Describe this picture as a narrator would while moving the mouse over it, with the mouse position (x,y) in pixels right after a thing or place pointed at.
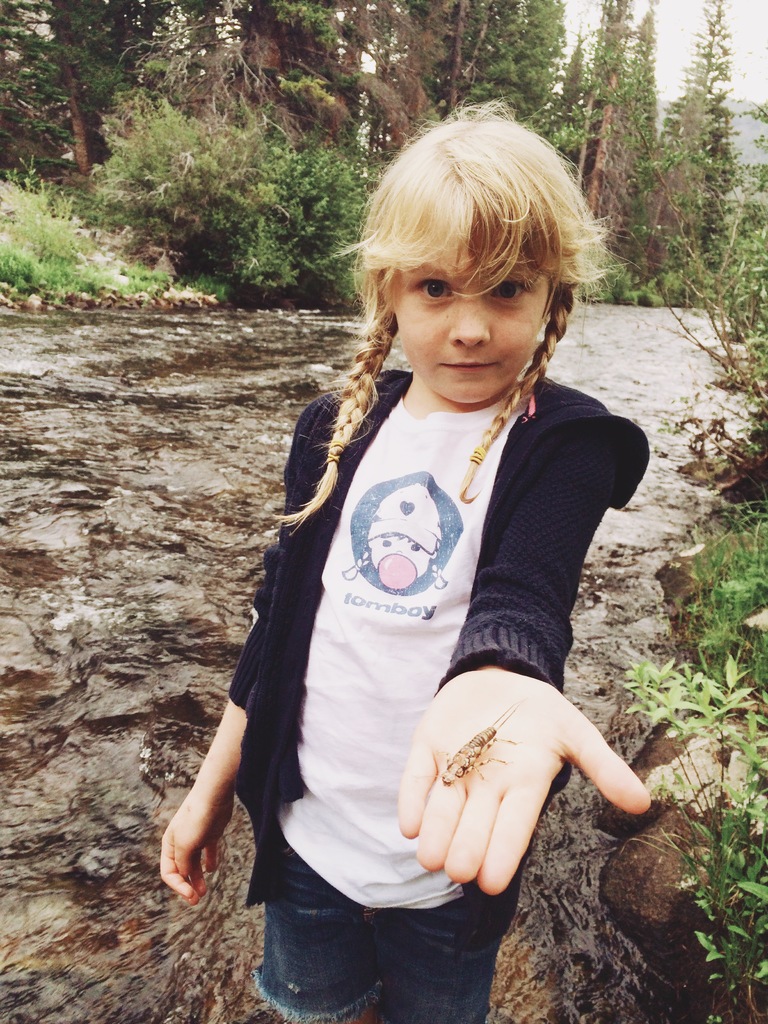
This is an outside view. Here I can see a girl (479,524) holding an insect (453,771) in the hand (455,802), standing and looking at the picture. At the back of this girl (411,661) there is a river (181,519). On the right side (712,768) there are few plants (724,600) and stones (647,868). In the background (267,101) there are many trees (267,101) and plants (309,208).
